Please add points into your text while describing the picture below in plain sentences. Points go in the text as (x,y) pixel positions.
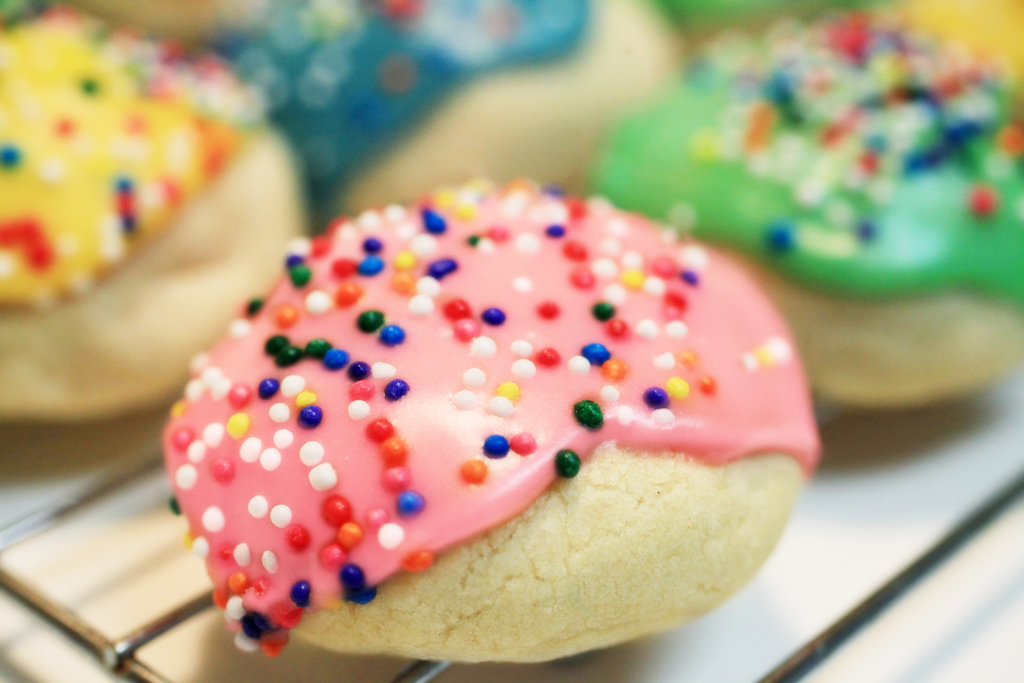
There are food items (841,74), decorated with different color creams (880,266) on the table (968,442).
